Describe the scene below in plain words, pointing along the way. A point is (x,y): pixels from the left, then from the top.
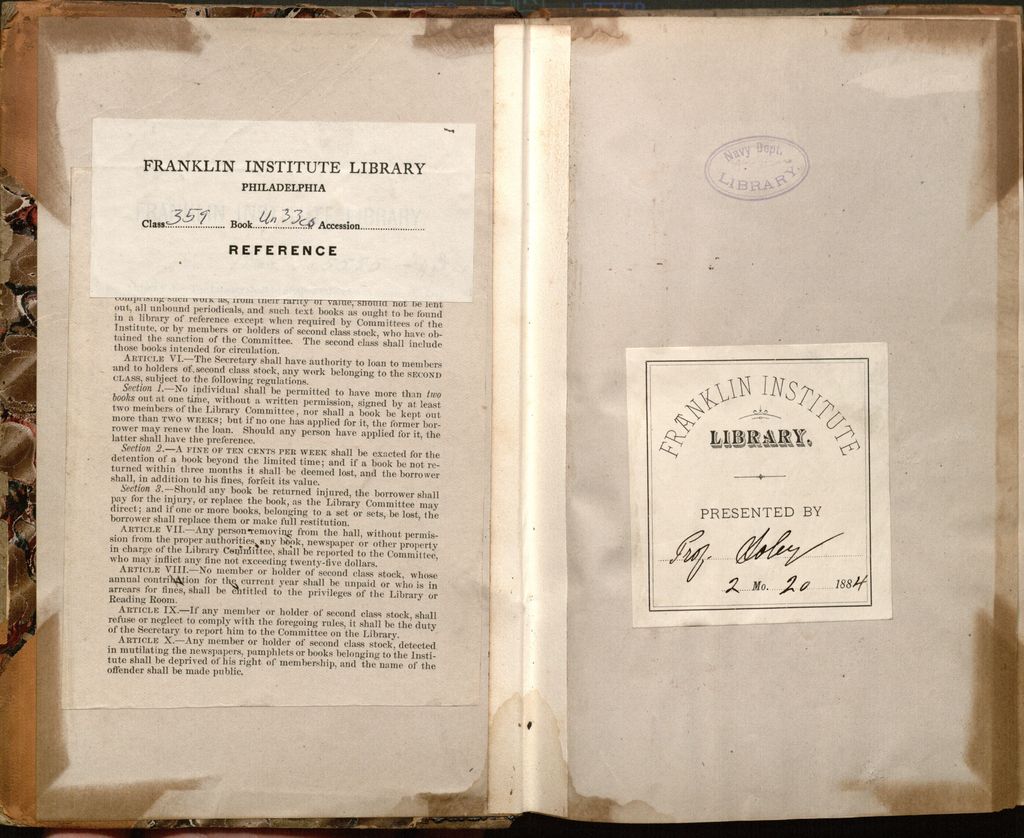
This image consists of a paper (683,394) with a text (213,439) on it and it is sticked inside a book cover (31,74).
